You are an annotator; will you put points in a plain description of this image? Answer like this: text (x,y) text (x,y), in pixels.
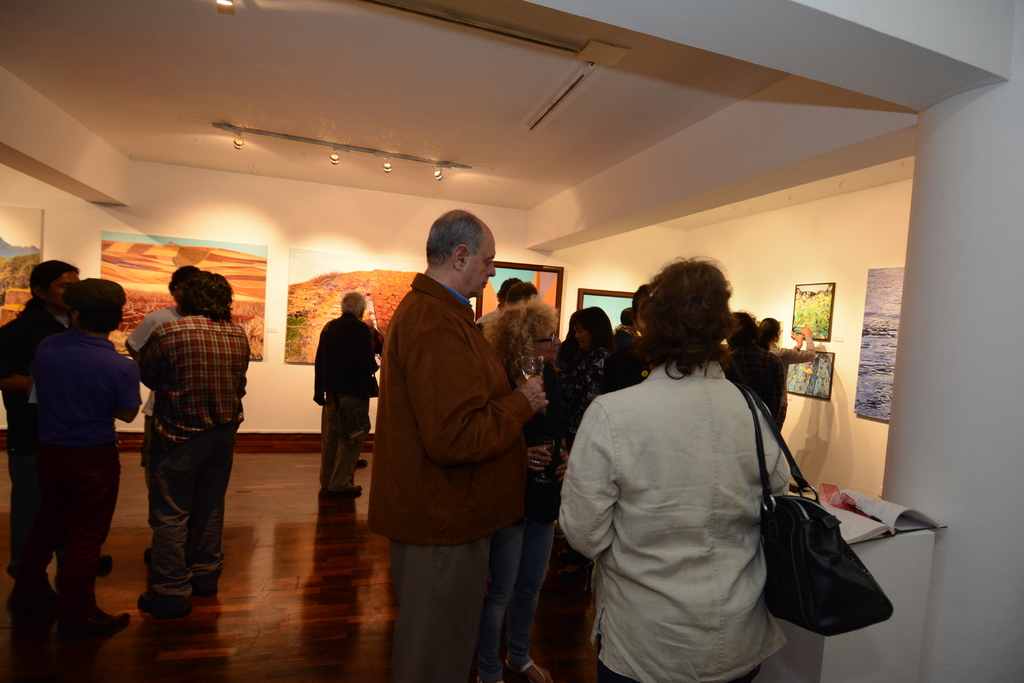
In the image few people (616,541) are standing and holding something in their hands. Behind them there is a table (898,518), on the table (898,529) there are some books (897,510). At the top of the image (536,207) there is wall (845,220), on the wall (873,224) there are some frames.
